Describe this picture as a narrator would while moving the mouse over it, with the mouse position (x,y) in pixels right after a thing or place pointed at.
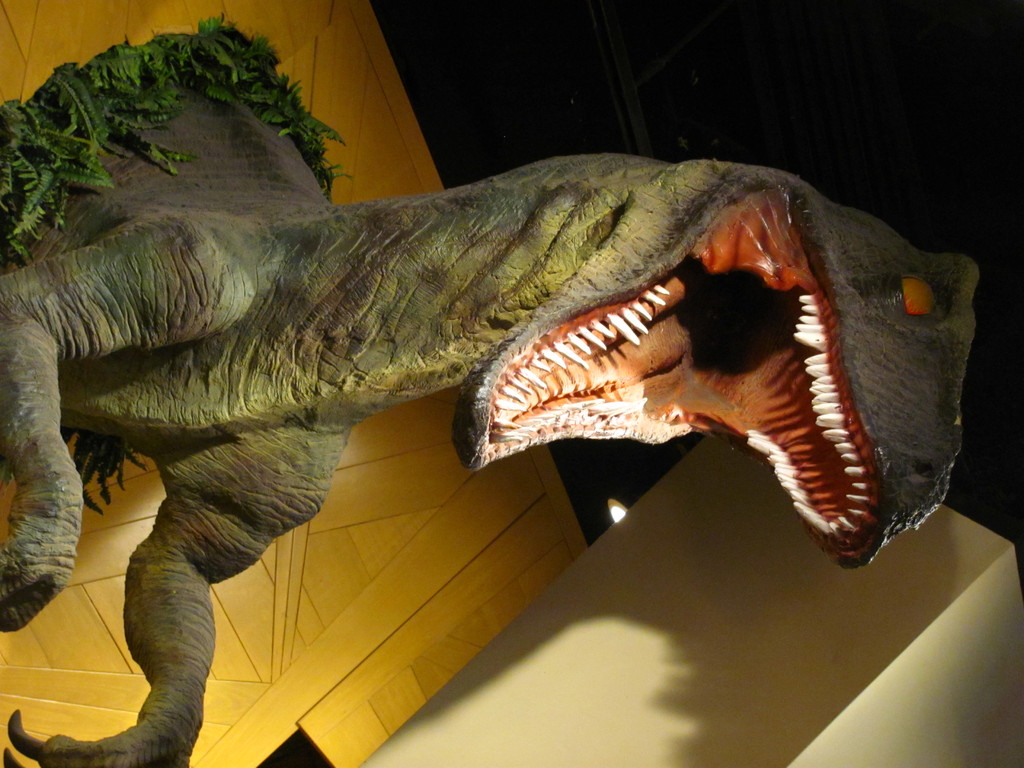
In this image I can see a statue of dinosaur (250,260) attached to the wall (131,525), in the bottom right (787,592) I can see the wall (829,605).
